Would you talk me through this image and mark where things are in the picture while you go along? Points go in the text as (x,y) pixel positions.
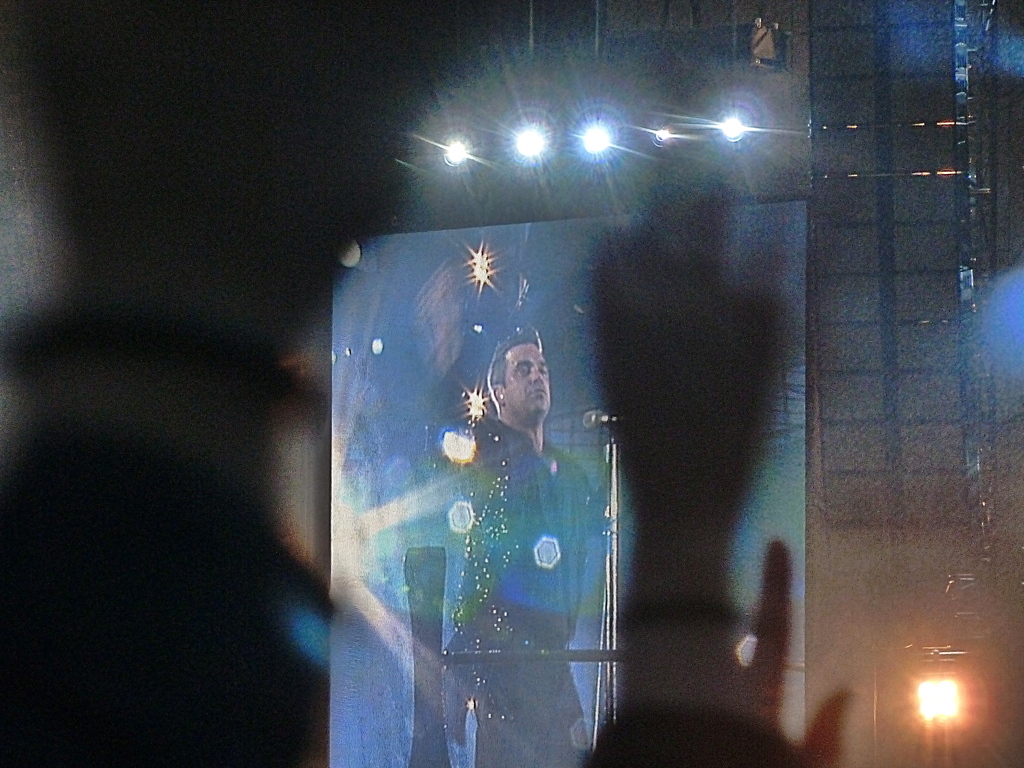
In this picture we can see a board (600,450), on which we can see a person (539,601) and we can see some lights (655,140).
